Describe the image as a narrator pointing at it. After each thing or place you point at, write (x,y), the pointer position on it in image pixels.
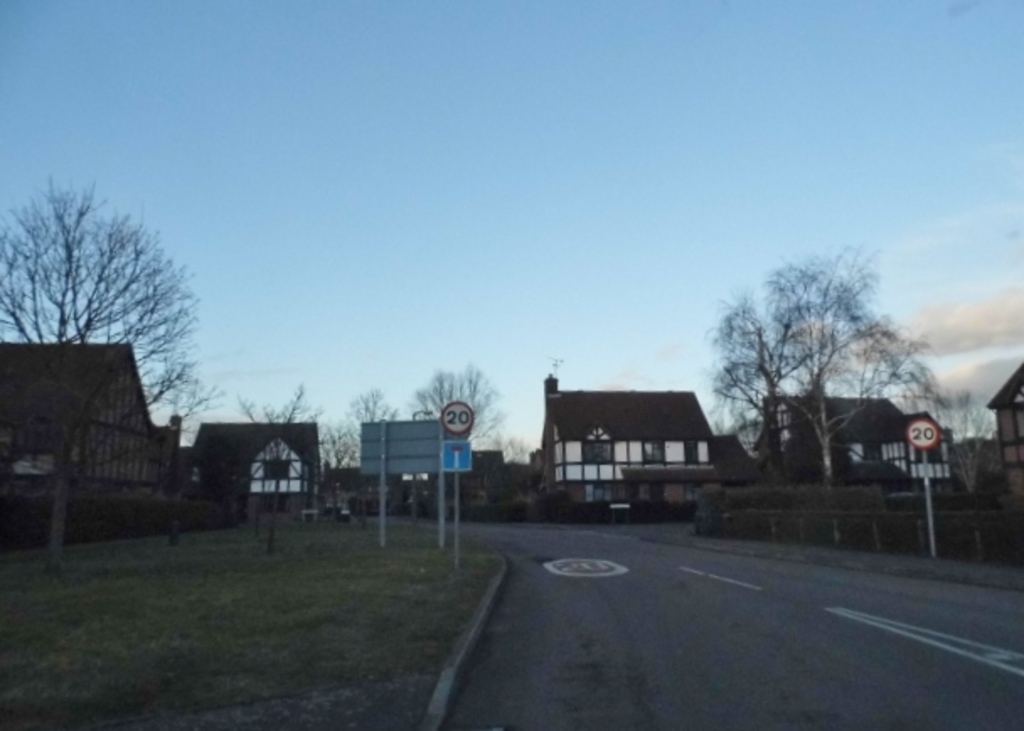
In this image we can see houses (1008,417), trees (891,379), sign boards (914,433), also we can see the grass (246,591), and the sky (561,183).
